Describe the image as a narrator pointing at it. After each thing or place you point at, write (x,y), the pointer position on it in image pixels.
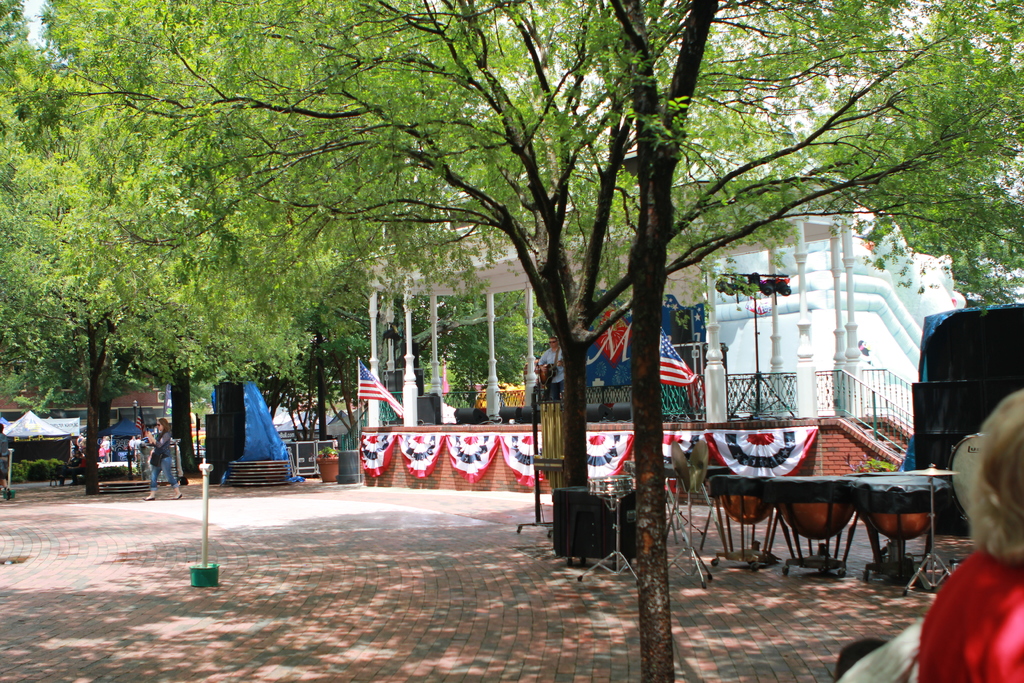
Here in this picture we can see plants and trees (796,14) present over a place and in the front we can see a shed (531,341) present and we can also see a flag post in the middle (362,395) and we can see tents (55,436) present in the far and we can see people (104,456) walking on the ground (182,491) and in the front (773,492) we can see drums (814,509) and cymbal plates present over a place and we can also see speakers (975,388) present and we can also see lights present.
